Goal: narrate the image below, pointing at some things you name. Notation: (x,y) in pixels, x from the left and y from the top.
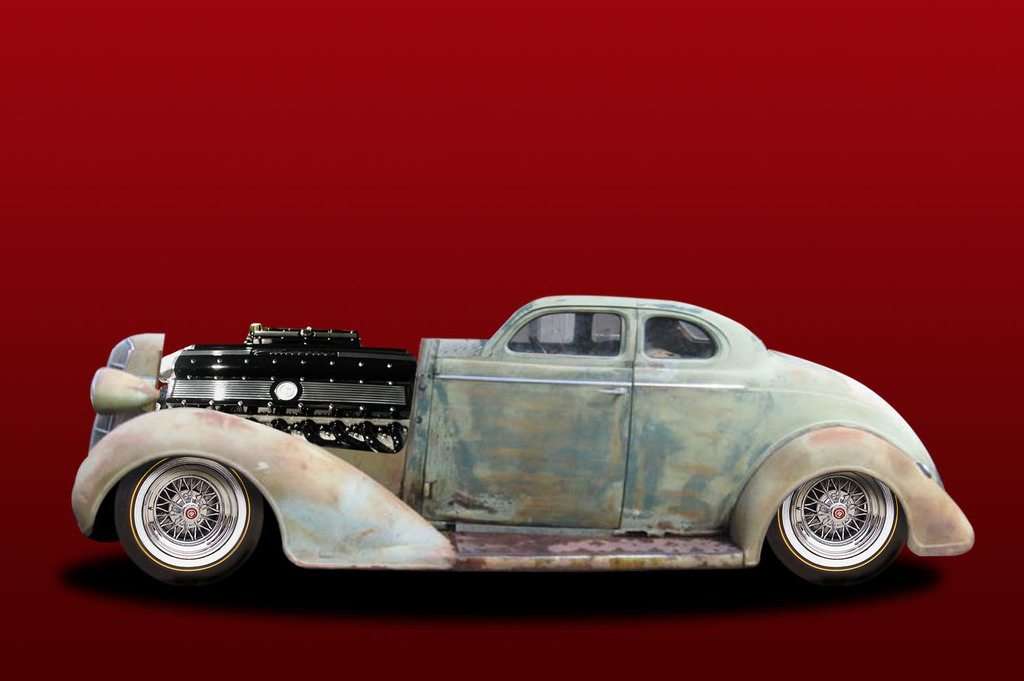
In the picture we can see a vintage car (116,474) which is cream in color and we can see its engine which is black in color and behind it we can see a red color surface (428,323).
